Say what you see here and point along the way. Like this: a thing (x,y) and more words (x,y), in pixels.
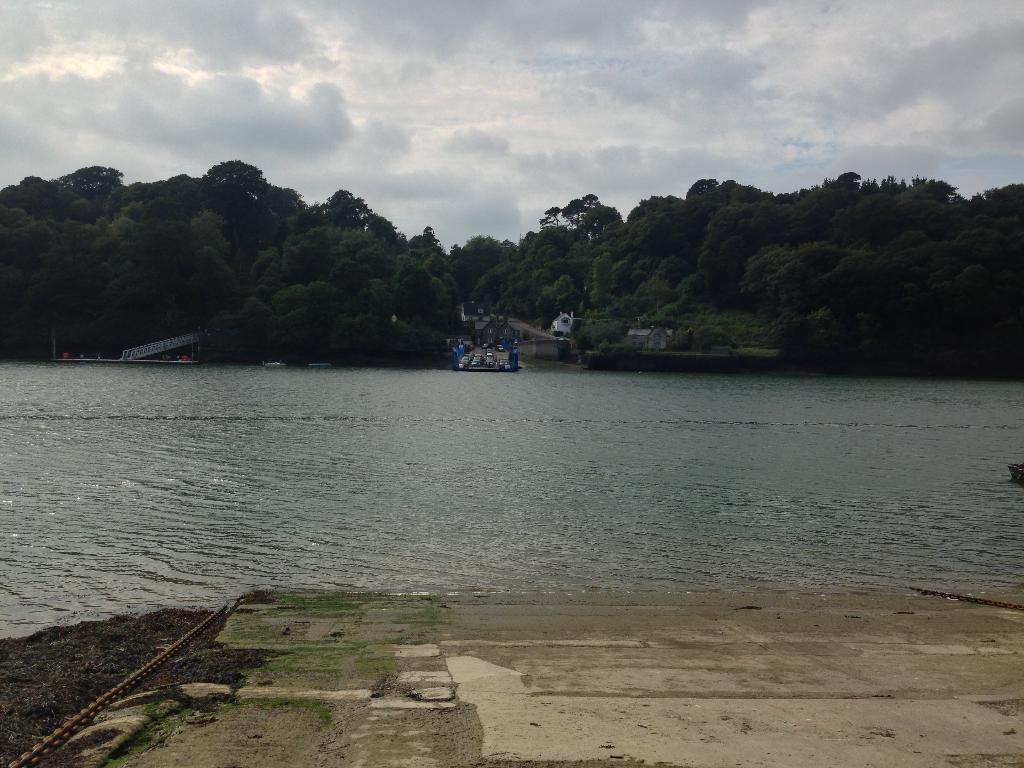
In this image in front (581,420) there is water (616,420). In the background of the image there are vehicles (504,357) on the platform (516,354). There are buildings (557,320), trees (542,279) and sky (625,77). On the left side of the image (184,342) there is a bridge (167,350).
